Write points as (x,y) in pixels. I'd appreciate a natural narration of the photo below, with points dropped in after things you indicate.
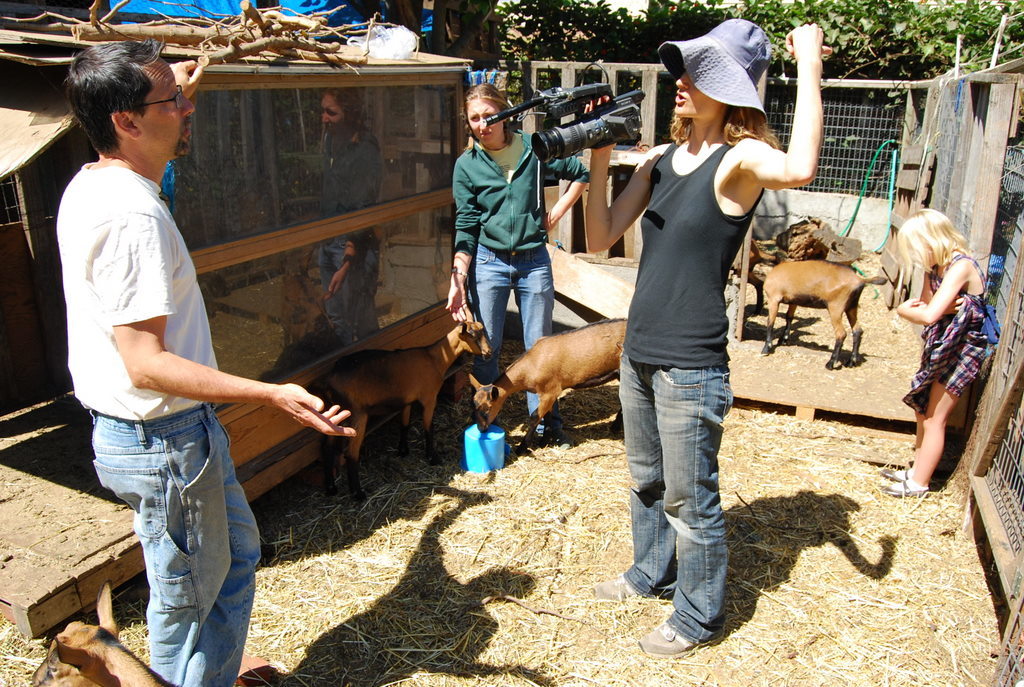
On the left side (80,233) there is a man (172,287) wearing specs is standing. Near to him there is a lady (660,332) wearing hat (727,93) and holding a video camera (588,124) is standing. Also there are two other ladies (957,335). And there are goats (557,342). On the ground (460,478) there is a bucket (485,462). On the left side (327,194) there is a cage (317,162) with glass walls (327,266). On the cage (363,160) there are wooden sticks (279,32). On the right side (860,150) there are railings (899,149) with wooden poles (990,369). Also there are trees (769,27). And there is a pipe (893,212). On the ground (437,522) there is dried grass (38,656).
